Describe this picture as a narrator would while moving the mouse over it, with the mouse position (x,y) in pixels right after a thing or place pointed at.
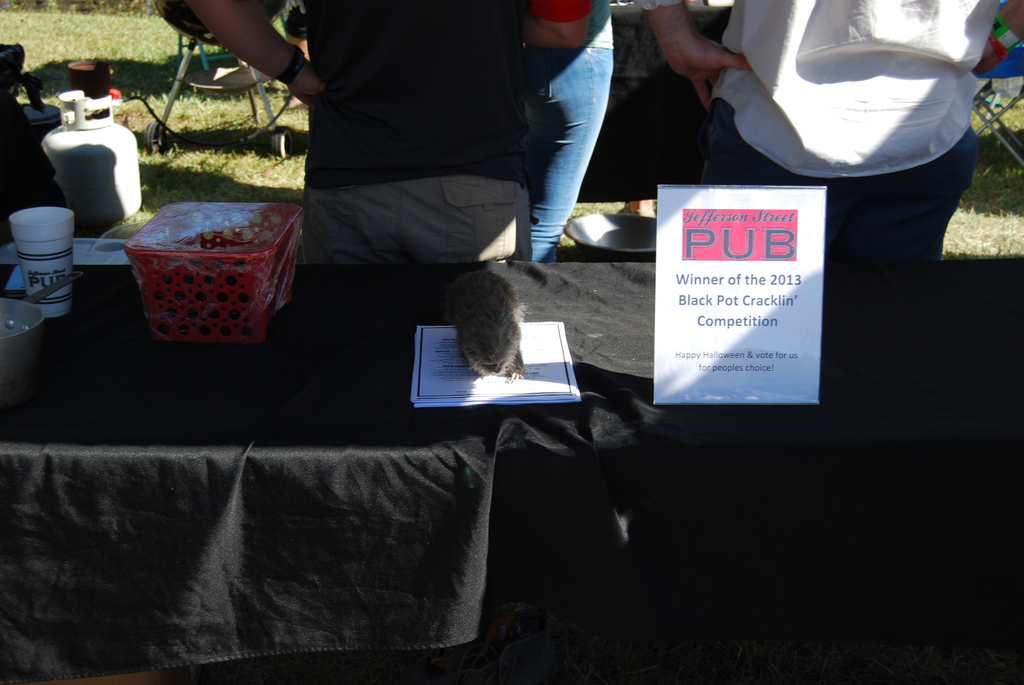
In this image, we can see people (382,110) and there is a basket (165,288), a glass (43,275), papers (440,355), an animal (484,344) and there is a board (667,333) and a cloth (163,495) are placed on the table (127,465). In the background (104,85), we can see some other objects (187,50).
